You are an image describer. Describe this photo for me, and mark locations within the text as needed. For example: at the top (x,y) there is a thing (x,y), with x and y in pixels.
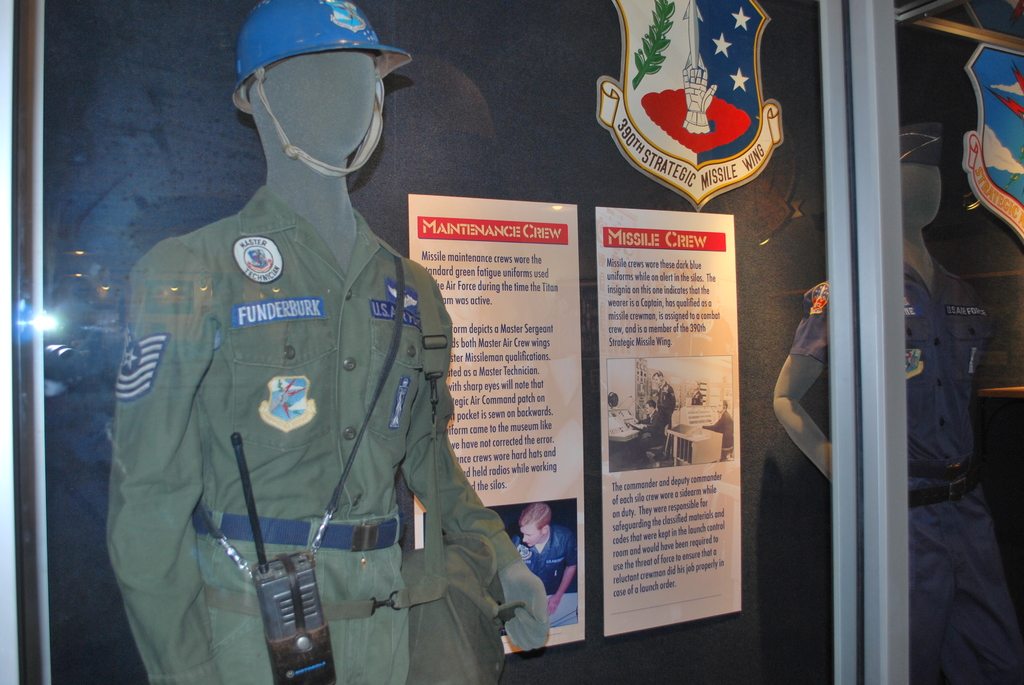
In this picture, we see the mannequin of the man (330,289) in the uniform (315,283). Behind that, we see the boards (536,476) or the posters (645,355) with some text (549,232) written. In the background (507,144), it is blue in color and it might be a board (783,196). In front of the picture, we see the glass (808,470) on which two emblems (753,16) are placed.
